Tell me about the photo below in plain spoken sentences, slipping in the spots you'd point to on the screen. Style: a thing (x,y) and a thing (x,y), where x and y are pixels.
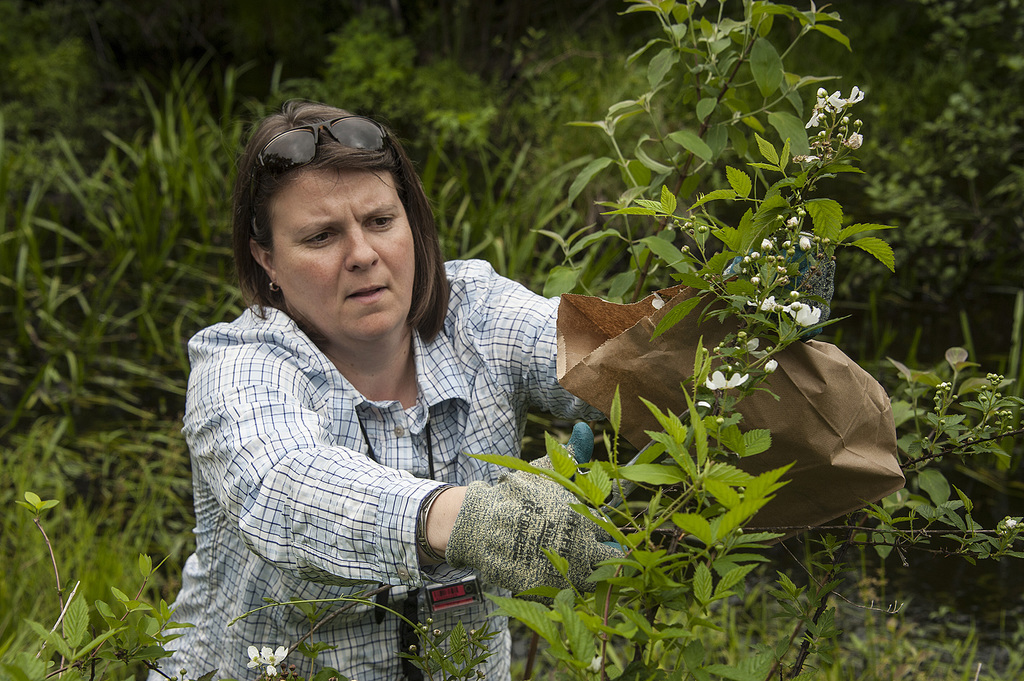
In this picture I can see there is a person (517,501) standing and holding a carry bag (823,506) and holding a scissors (648,448). There are plants (59,212) and trees (933,106) in the backdrop (124,590).
